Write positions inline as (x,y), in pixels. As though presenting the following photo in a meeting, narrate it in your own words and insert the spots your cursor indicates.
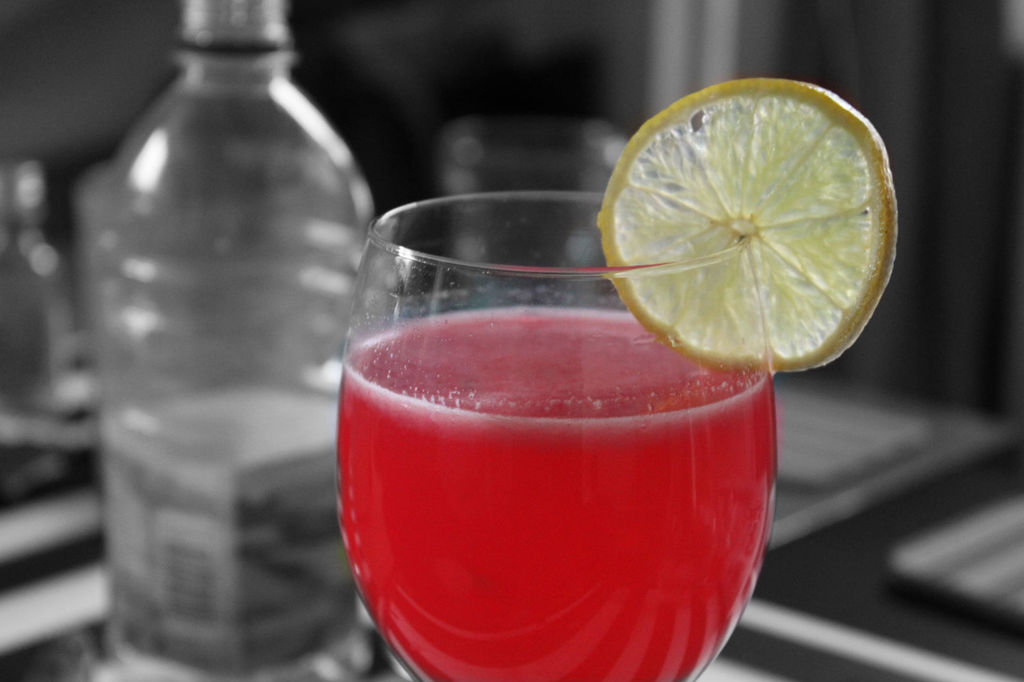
There is a glass (484,455) with a red color water (528,524). Also there is a piece of lemon (620,294) on the glass (594,278). In the back (256,248) there is a bottle (180,339). And it is blurred in the background (724,39).
